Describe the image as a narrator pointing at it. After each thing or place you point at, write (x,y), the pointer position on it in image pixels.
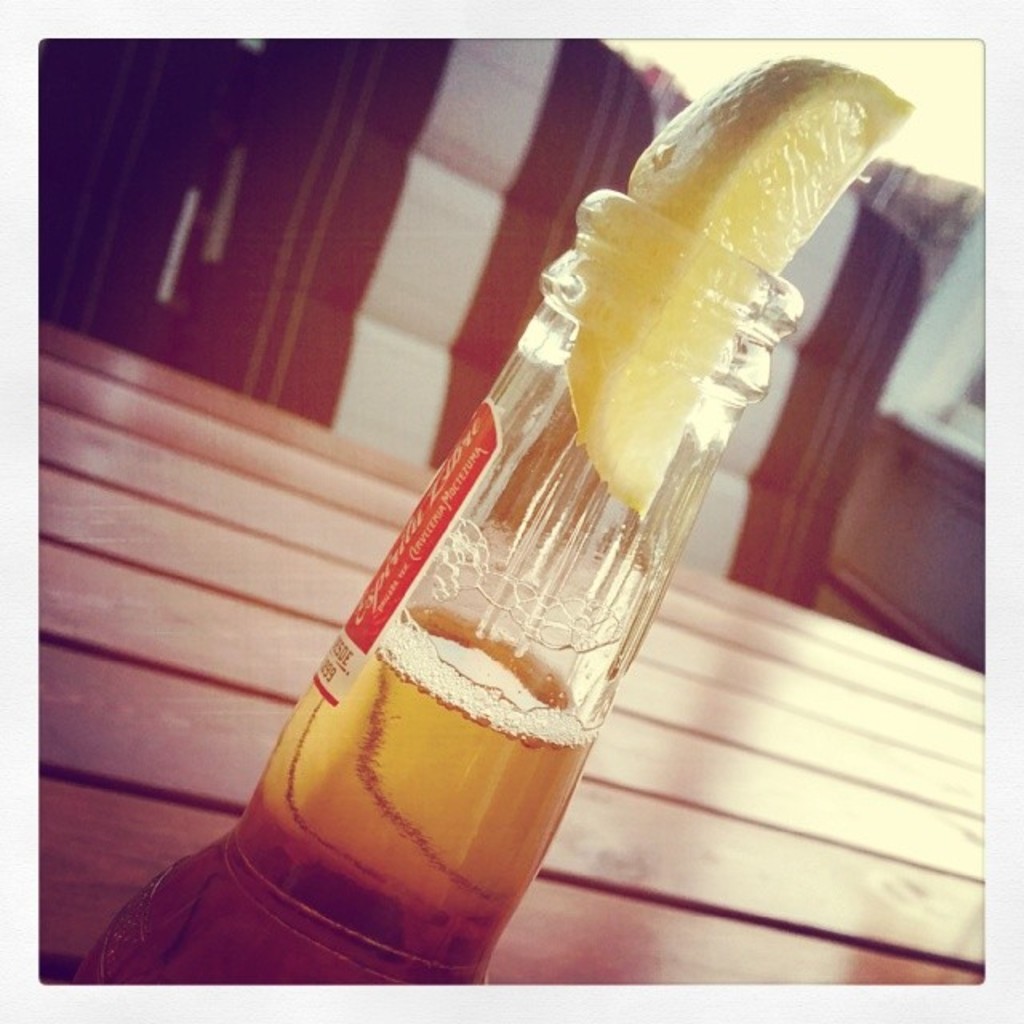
In this picture there is a bottle (372,755) on the table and there is drink (409,808) and there is a lemon (628,379) in the bottle (290,934). At the back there are chairs (61,250) and there is a label (418,527) on the bottle (411,635) and there is text (434,526) on the label (449,519). This is an edited picture.
